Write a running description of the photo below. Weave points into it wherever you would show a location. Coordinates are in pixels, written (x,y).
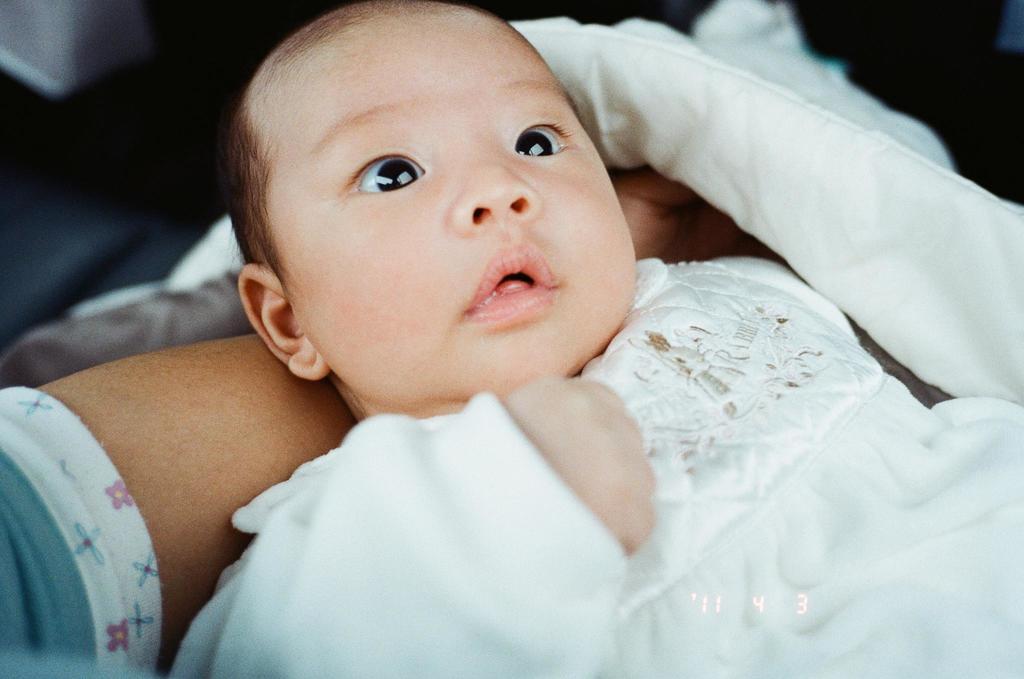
In this image we can see a baby (380,284), the baby (434,323) is held in a person's hand (288,452).
